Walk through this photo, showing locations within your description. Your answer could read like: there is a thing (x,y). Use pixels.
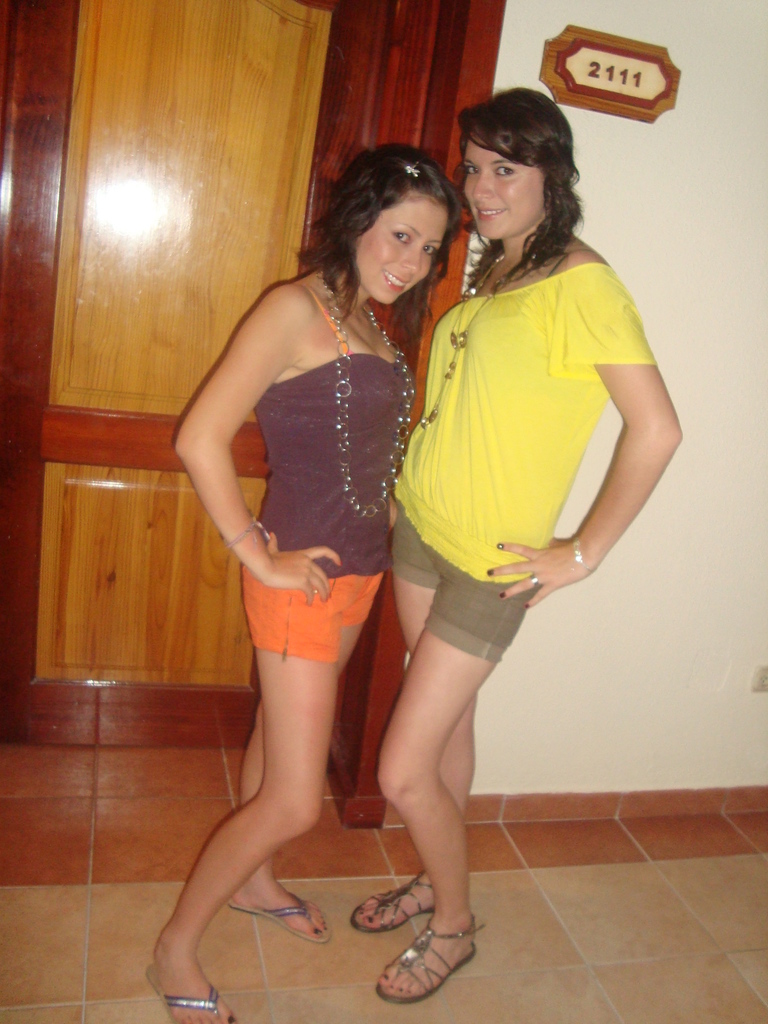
In this picture I can see two women (441,539) are standing and smiling. In the background (633,177) I can see a white color wall (652,198) on which something (634,52) attached to it. On the left side (108,424) I can see a wooden door (105,538).
